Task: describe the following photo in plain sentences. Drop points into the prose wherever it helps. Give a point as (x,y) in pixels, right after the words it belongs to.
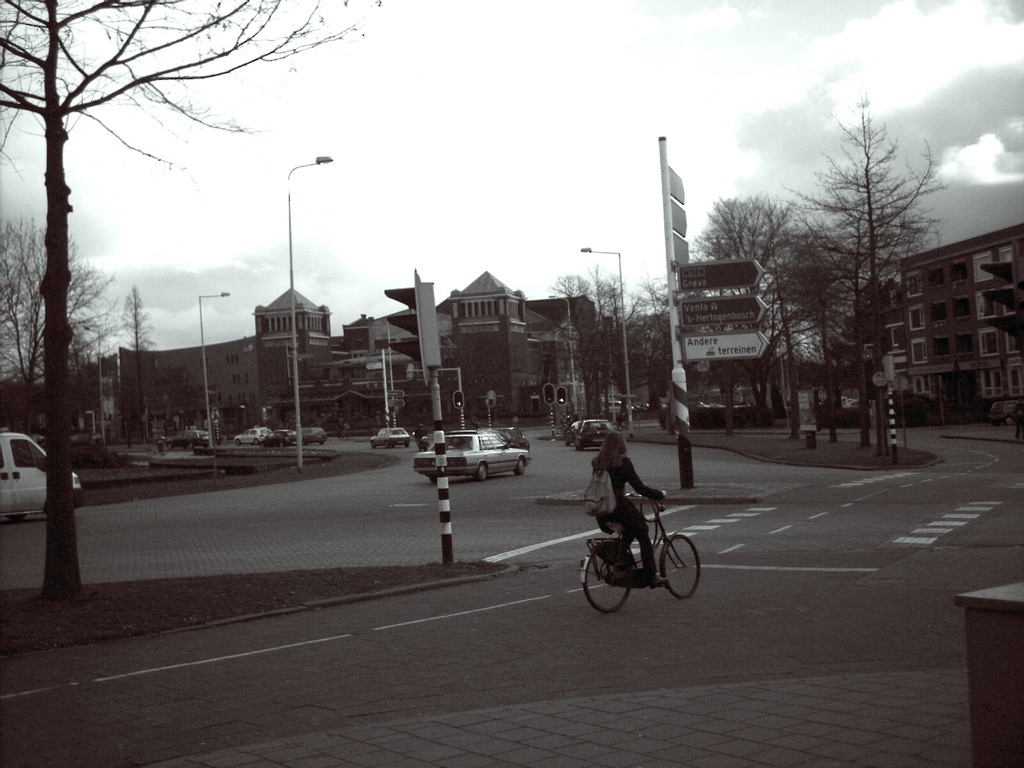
This picture is taken on the road (545,482). Where a woman (620,469) is riding a bicycle (669,546) at the right side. In the center (477,455) car (478,454) is running on the road (469,476). In the background (509,404) there are buildings (339,354), trees (630,331), sign boards (707,334), sky (729,169) and clouds (834,66).
